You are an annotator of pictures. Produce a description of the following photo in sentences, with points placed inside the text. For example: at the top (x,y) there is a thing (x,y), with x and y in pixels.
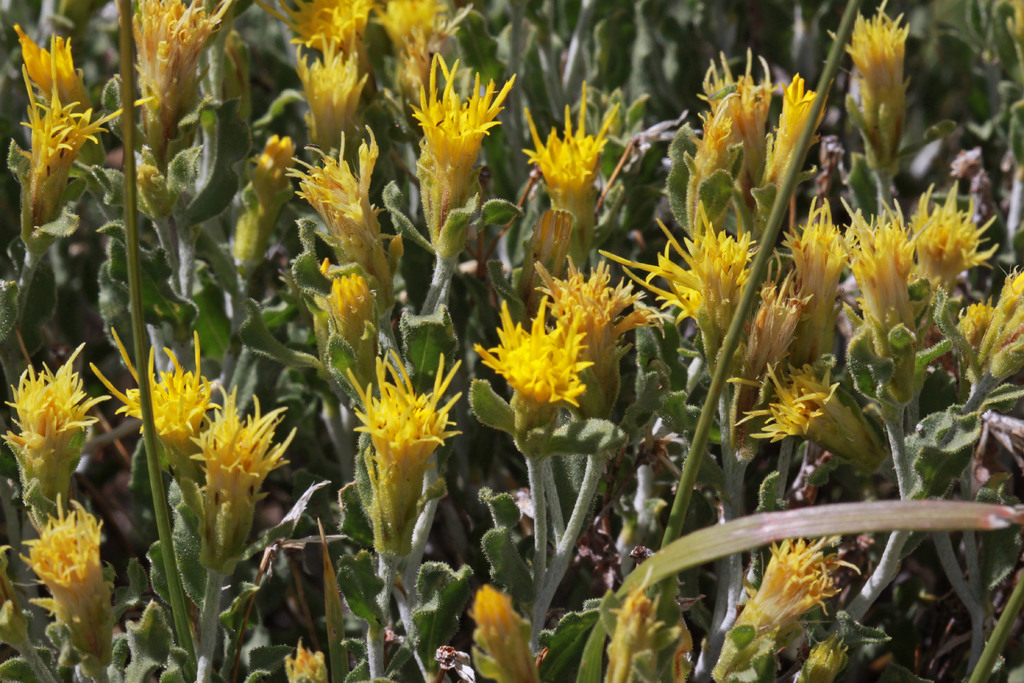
In this image I can see few flowers (565,334) which are yellow in color to the plants (577,447) which are green in color.
